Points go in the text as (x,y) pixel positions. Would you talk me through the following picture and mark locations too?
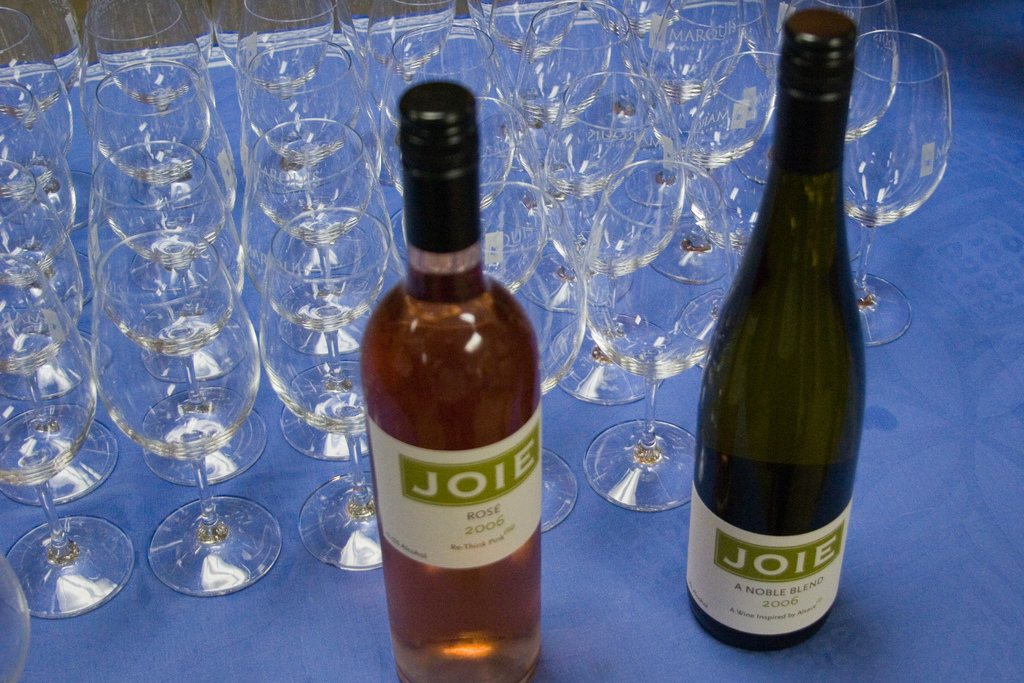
As we can see in the image there is a table (1019,448). On table (1001,668) there are bottles (797,253) and glasses (639,76).
